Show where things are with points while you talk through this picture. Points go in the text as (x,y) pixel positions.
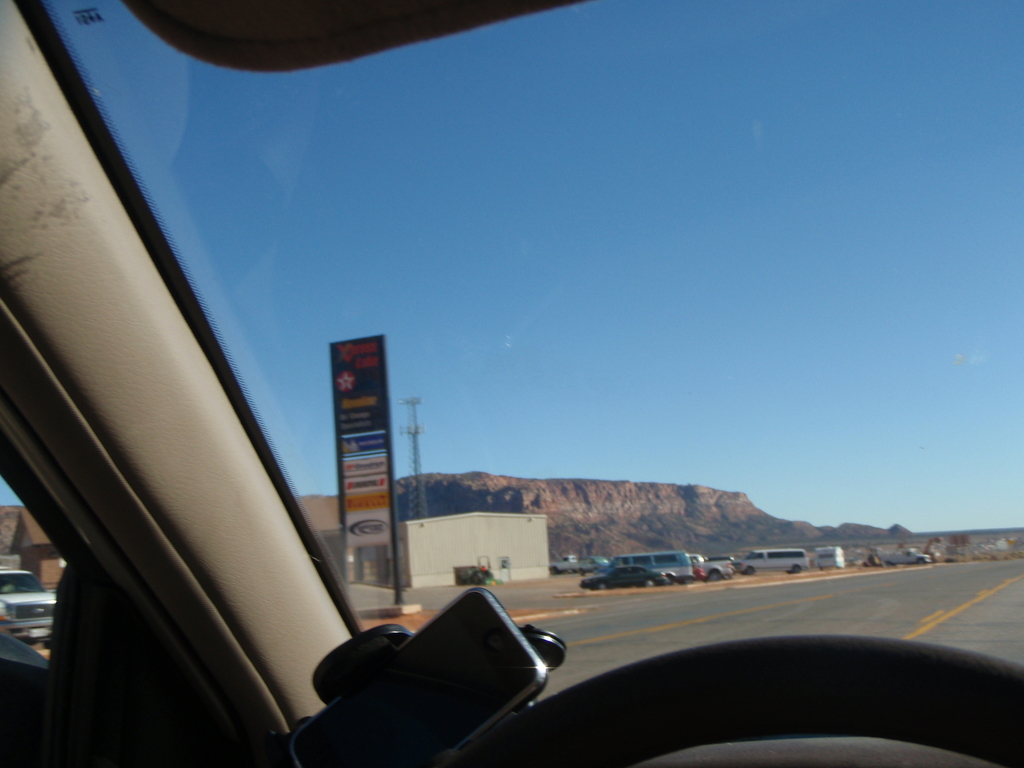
I think this picture was taken from the car (768,696). This is the mobile phone (422,728), which is attached to the glass (556,592). This looks like a name board (379,537). I can see few cars (720,560), which are parked. This looks like a shed (489,553). This is the hill (535,479). I can see a tower (419,482).
